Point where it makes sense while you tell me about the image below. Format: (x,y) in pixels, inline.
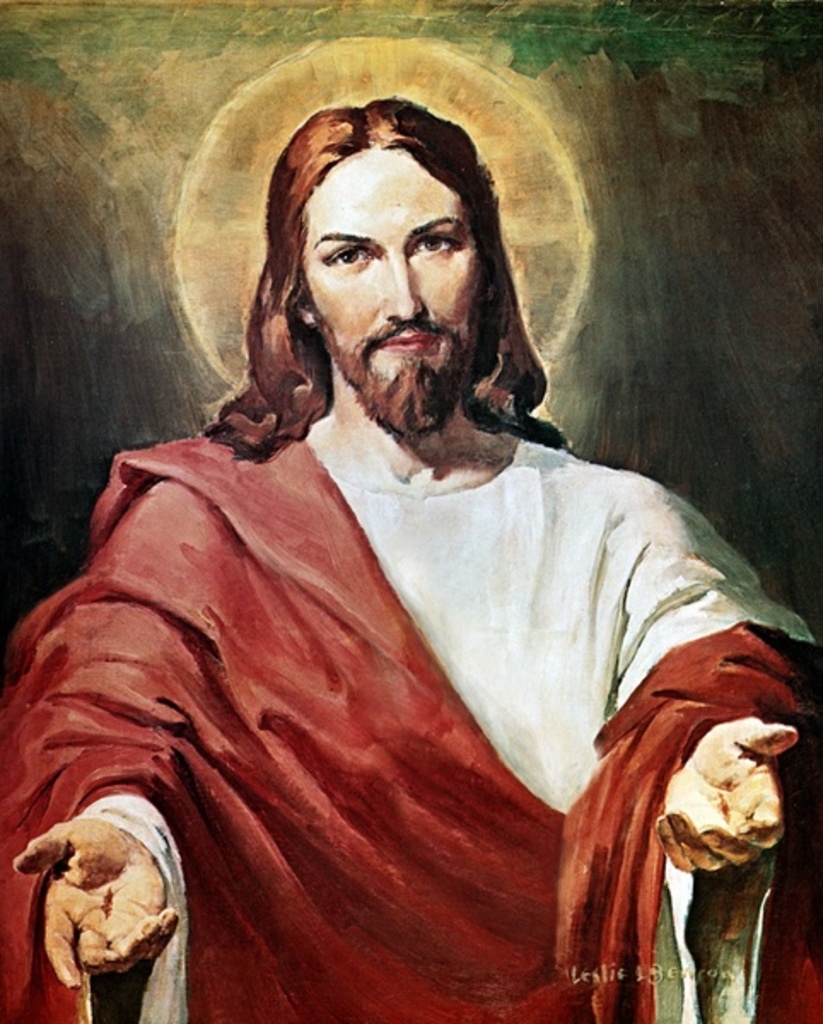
There is a painting (361,650) in which, there is a person (575,747) in white color dress (610,558) having a red color cloth (258,521) on his shoulder (229,487) and hand (704,752) and stretching his hands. In the background (576,261), there is a halo (442,48) behind his head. And the background (627,329) is dark in color.
